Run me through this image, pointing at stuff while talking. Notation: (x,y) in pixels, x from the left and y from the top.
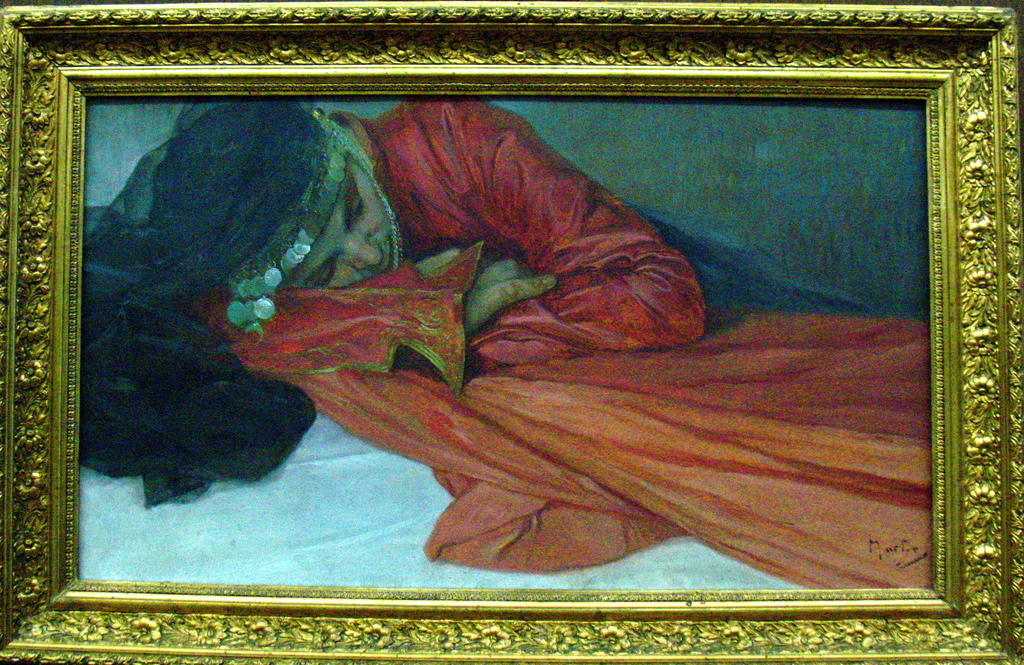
In this picture there is a frame (366,647). In the frame (366,647) there is a picture (840,128) of a lying woman (835,491) with red dress (668,351), at the bottom (280,534) there is a white bed (370,527).
